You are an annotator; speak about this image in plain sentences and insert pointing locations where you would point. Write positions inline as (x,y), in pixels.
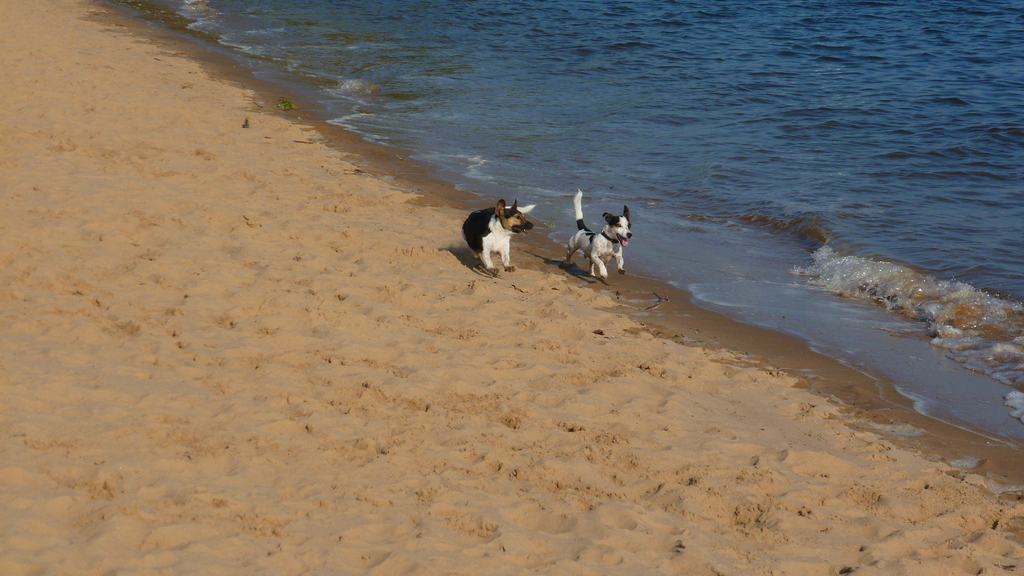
In the image in the center (572,240) we can see two dogs (589,238), which is in black and white color. In the background (346,176) we can see water (470,7) and sand (221,135).
